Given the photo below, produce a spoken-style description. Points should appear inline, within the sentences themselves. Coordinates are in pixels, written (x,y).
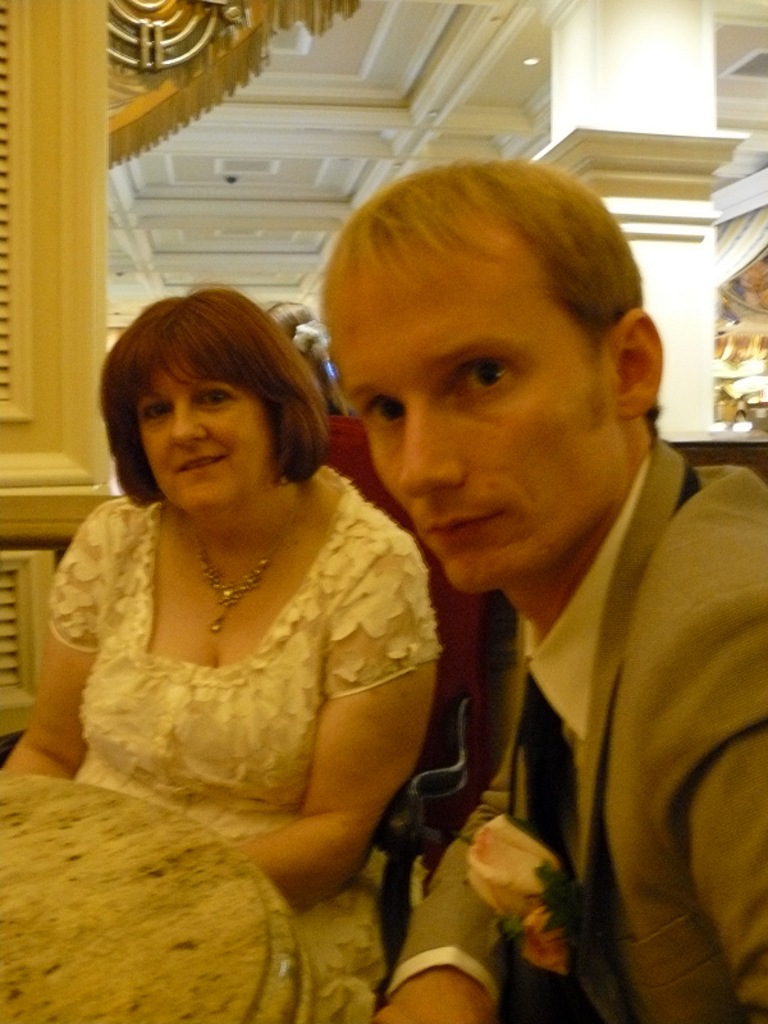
This image consists of two persons (662,877). On the right (624,899), the man (641,889) is wearing a suit (633,888). And we can see a flower (563,941) to his suit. At the bottom (176,935), there is a table (189,987). In the background (38,225), we can see the pillars (53,208). At the top (448,83), there is a roof (341,131).
